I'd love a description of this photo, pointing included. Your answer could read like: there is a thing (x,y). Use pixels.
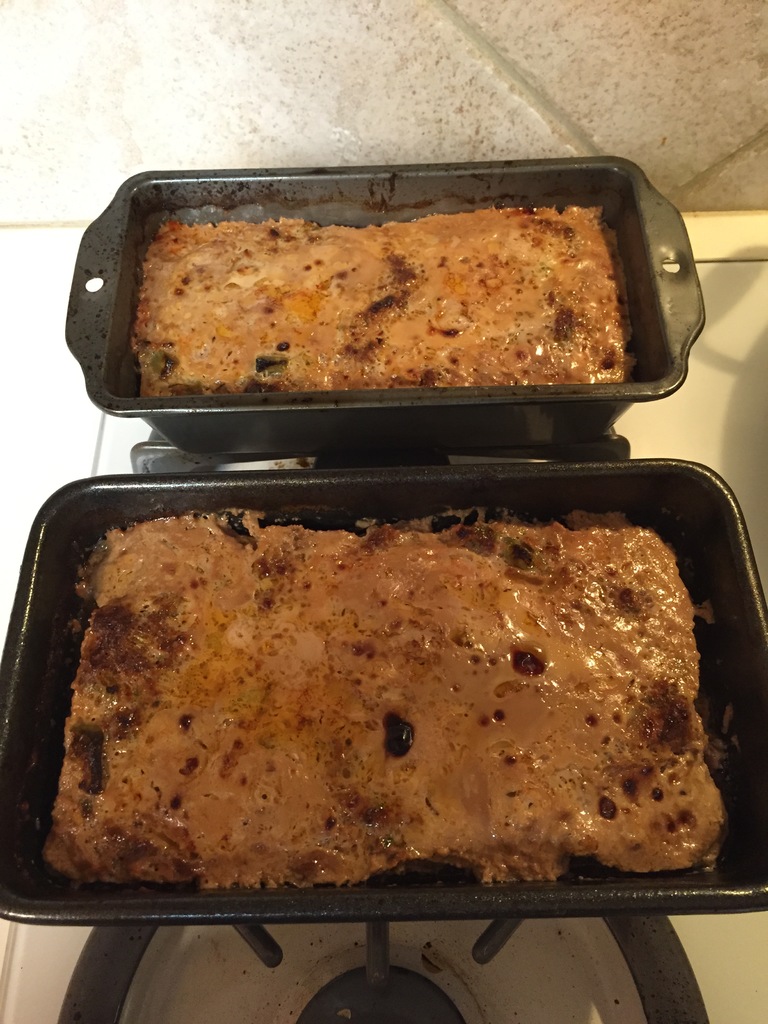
These are the food items (414,580) in the black color boxes (754,648) on the stove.
